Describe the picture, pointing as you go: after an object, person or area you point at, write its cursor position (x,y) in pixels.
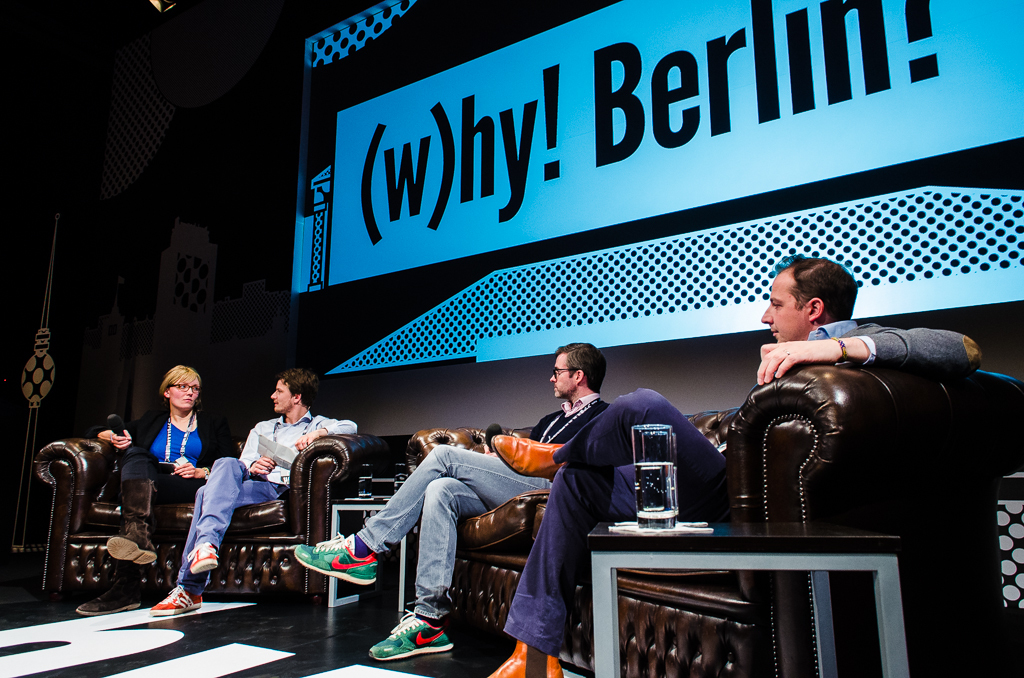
There are four people (434,468) sitting on sofa (434,432). Near to the sofa (317,487) there are tables (595,565). On the table (609,555) there are glasses (655,498). In the back (239,198) there is a wall (262,188) with a screen (511,185). On the left side (145,454) there is a lady (145,454) holding a mic (112,424). Near to her one person (249,446) is holding a paper (261,449).
